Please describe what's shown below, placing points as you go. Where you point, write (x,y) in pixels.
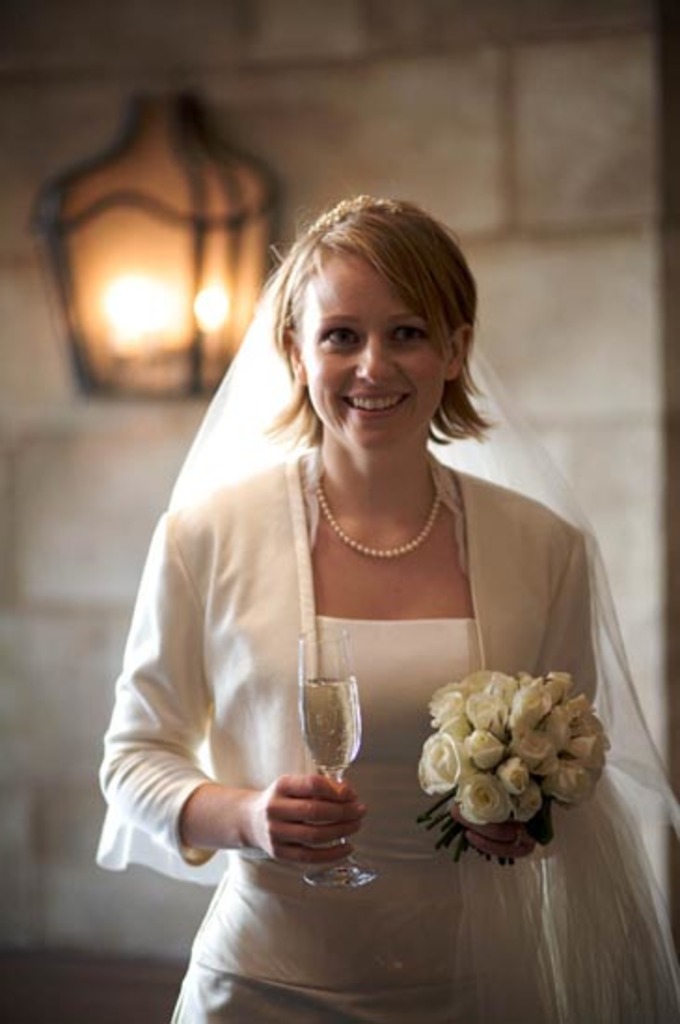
This is the picture of a woman (413,1009) standing and smiling by holding a wine glass (353,664) and a flower bouquet (467,704) and the back ground (133,215) there is a lamp (128,223).
